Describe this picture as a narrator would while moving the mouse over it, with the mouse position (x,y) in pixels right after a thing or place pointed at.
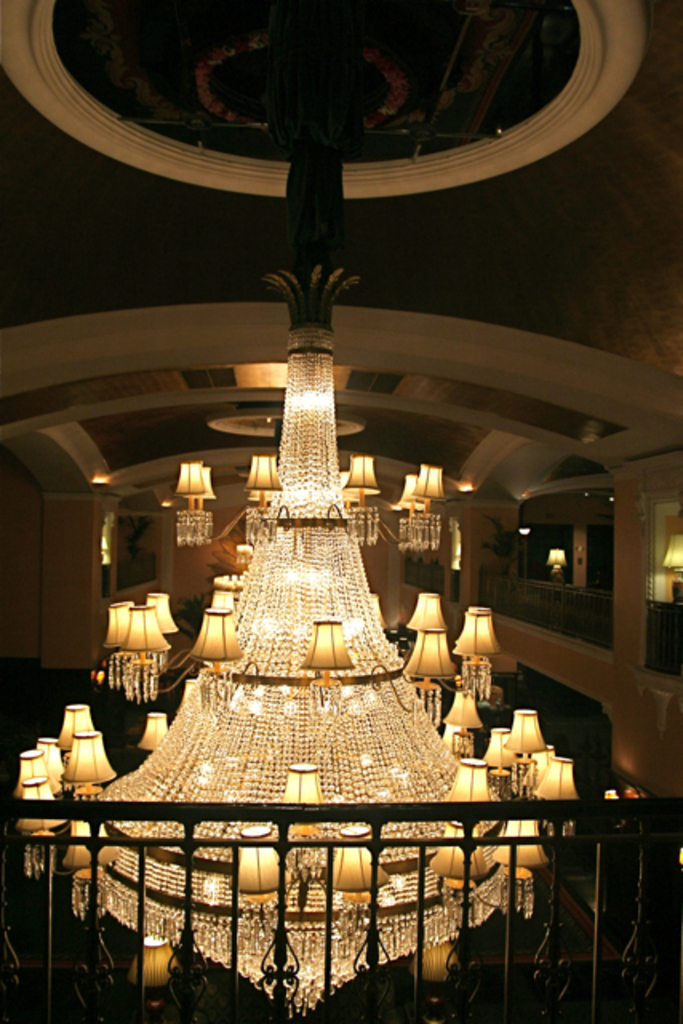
We can see fence (98,844) and chandelier (212,498). In the background (593,688) we can see lights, lamp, wall (630,698) and fences (516,595).
